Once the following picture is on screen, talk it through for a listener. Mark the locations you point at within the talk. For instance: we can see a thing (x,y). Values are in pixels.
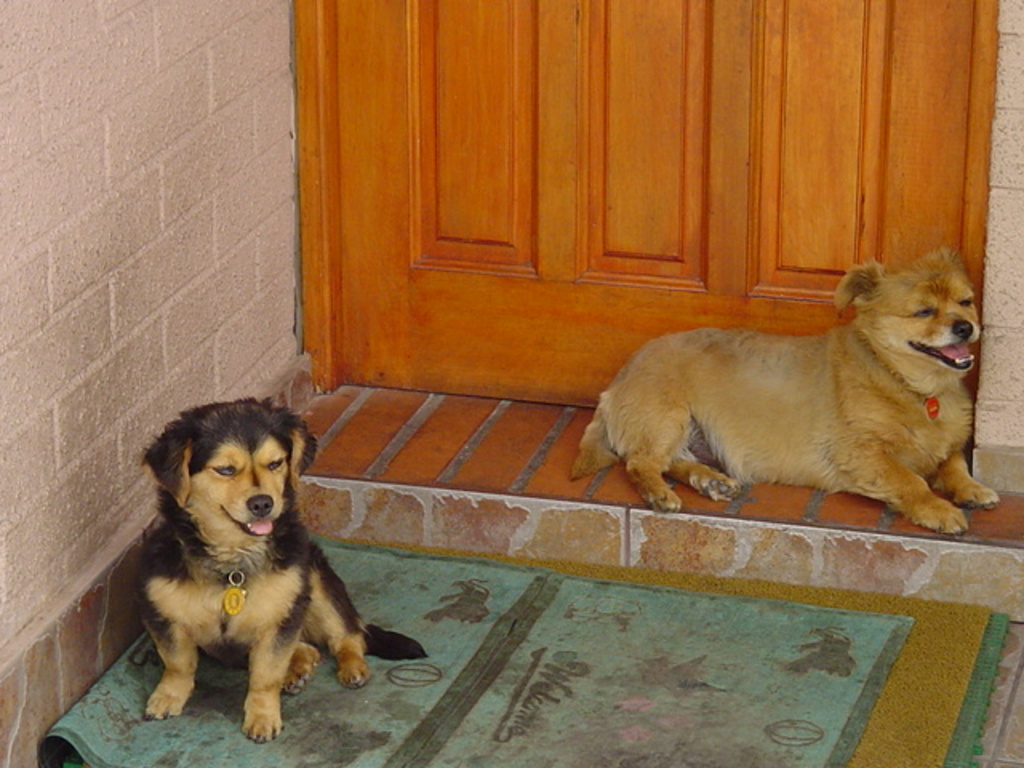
On the right side (743,360) there is a dog (705,394) on the floor (599,483). Near to the dog (845,407) there is a door (528,147). On the left side (134,198) there is a brick wall (62,148). Near to the wall (94,346) there is a dog (241,572) sitting on the carpets (820,678).
